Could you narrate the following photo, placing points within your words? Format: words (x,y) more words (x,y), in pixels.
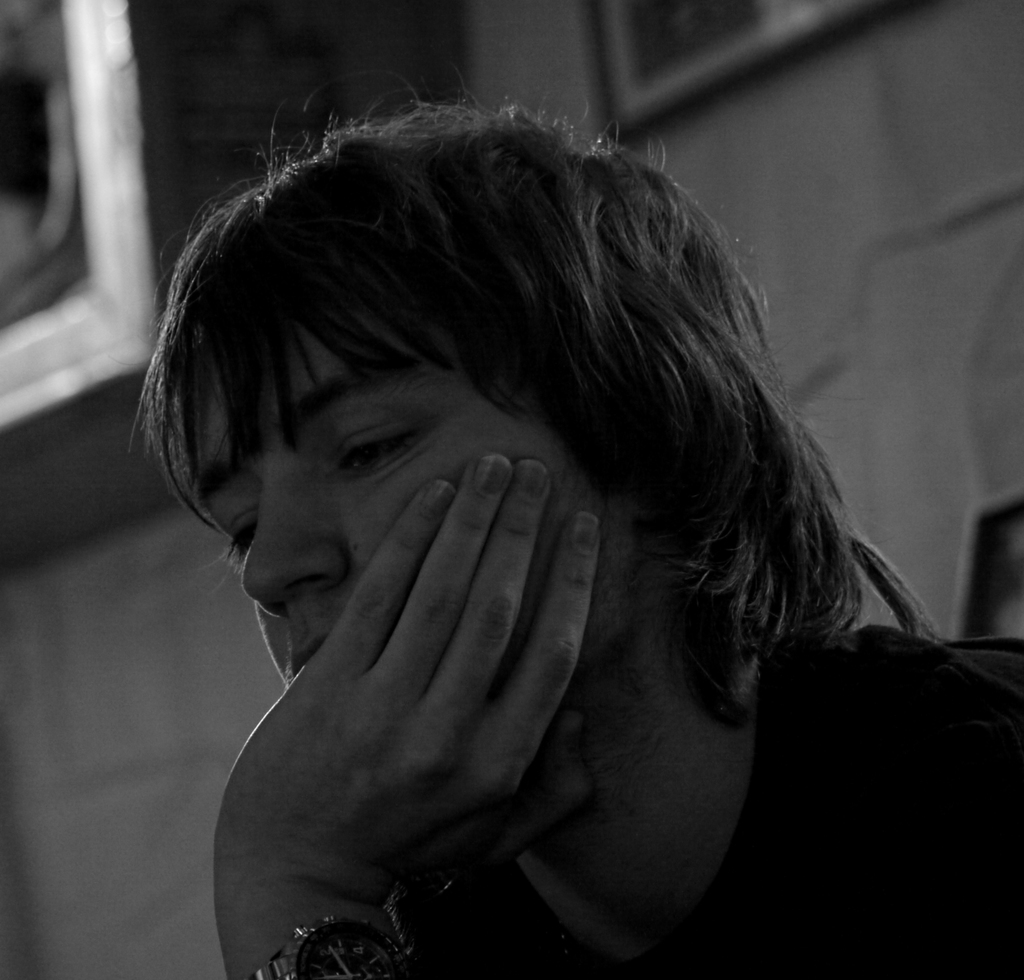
In this image in the foreground (378,623) there is one person (732,766) and in the background (194,622) there is a wall (153,620), on the wall (73,913) there is one photo frame (654,59) and there is one box (90,235).
